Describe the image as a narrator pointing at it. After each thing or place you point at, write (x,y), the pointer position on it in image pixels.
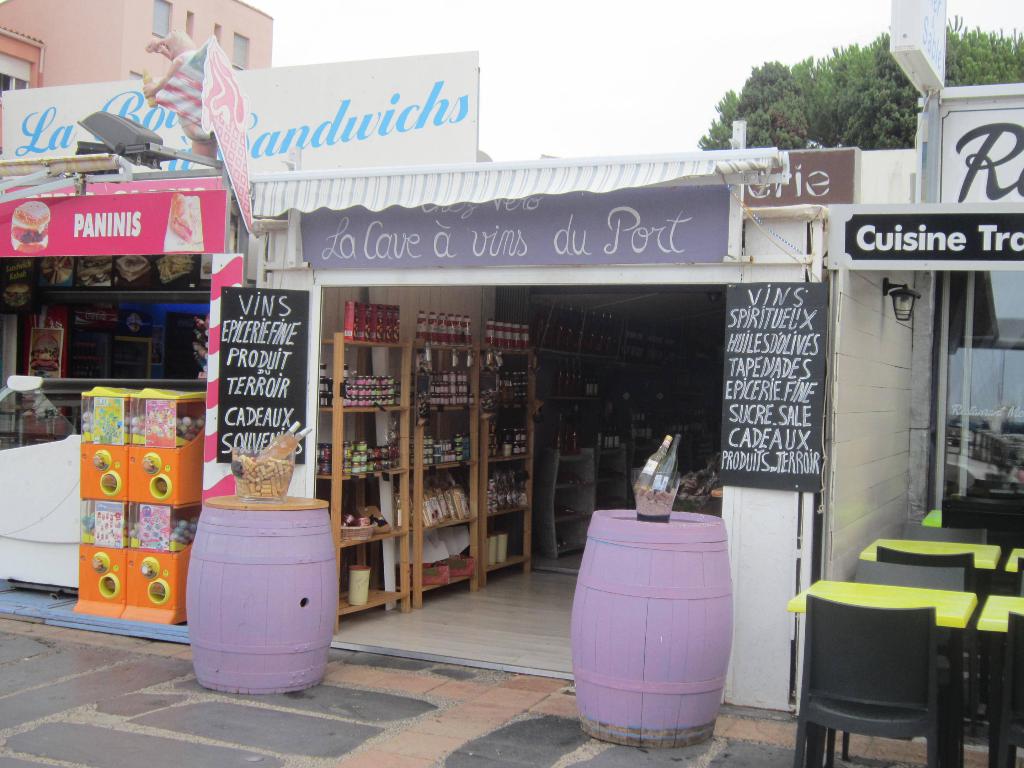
In this picture we can see tables (1014,553), chairs (937,577), drums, bottles (294,431) in bowls (261,479), name boards (343,262), banners (183,240), racks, building (107,45) with windows (4,81), trees (758,126) and in the background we can see the sky (555,49).
